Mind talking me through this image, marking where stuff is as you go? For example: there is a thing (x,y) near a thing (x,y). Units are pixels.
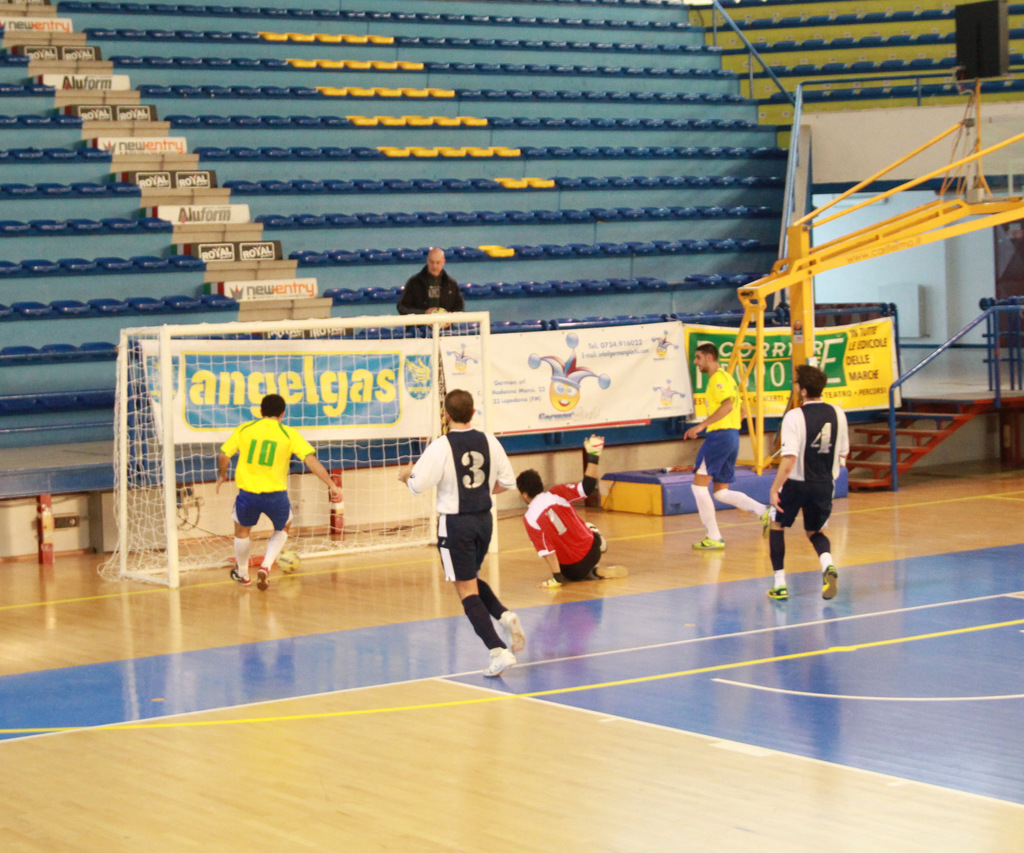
This image is taken indoors. At the bottom of the image (208,733) there is a floor (109,615). In the background (127,313) there are many seats (146,264) and there are a few stairs (171,195). There are many boards (480,340) with text (367,369) on them. A man (414,310) is standing. There is a railing (761,63). In the middle of the image (601,552) a few boys (590,482) are playing football. There is a goal post (193,475) and there is a ball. On the right side of the image (861,462) there are a few stairs (905,427) and there is a railing (954,344). There is an object (762,321).
